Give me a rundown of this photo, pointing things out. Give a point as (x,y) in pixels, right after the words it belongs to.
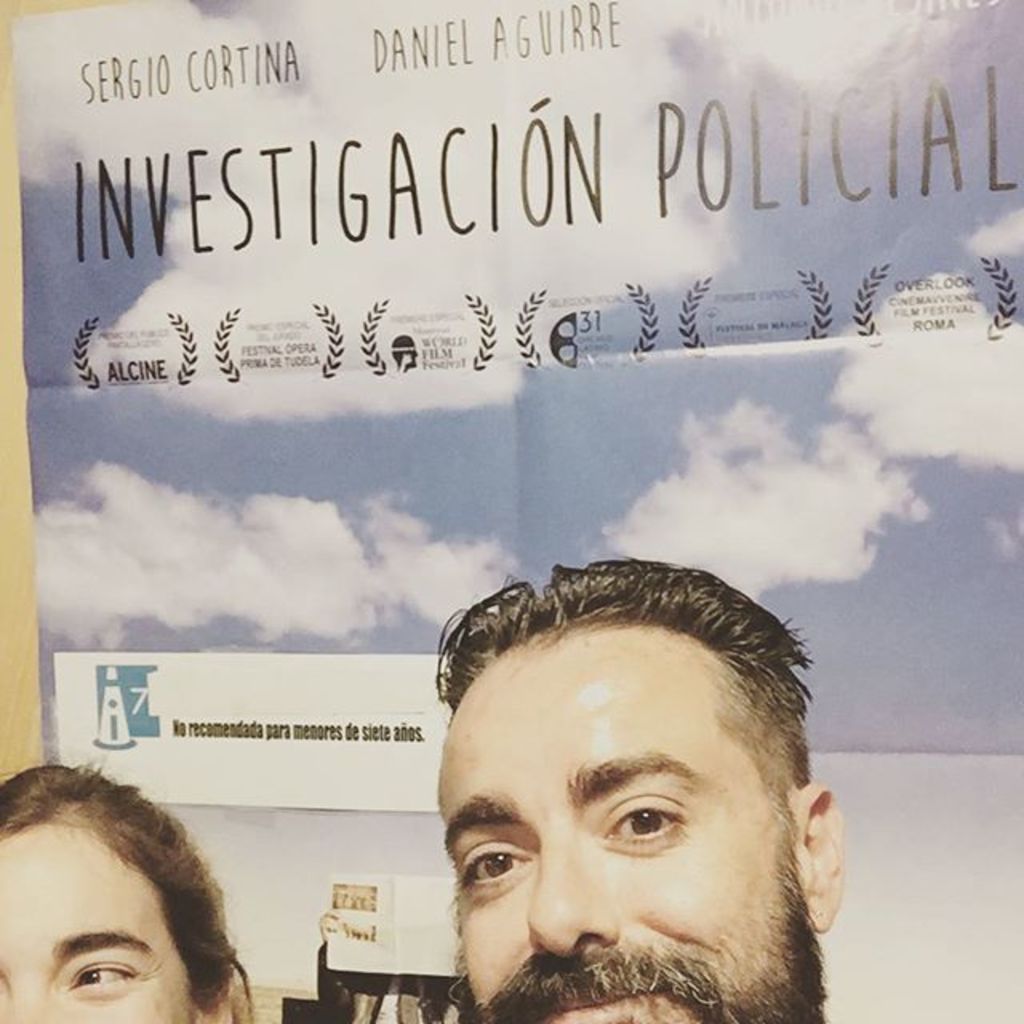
In this image, I can see the man (494,888) and woman (58,914). This looks like a banner (504,534), which is attached to the wall (12,604).
